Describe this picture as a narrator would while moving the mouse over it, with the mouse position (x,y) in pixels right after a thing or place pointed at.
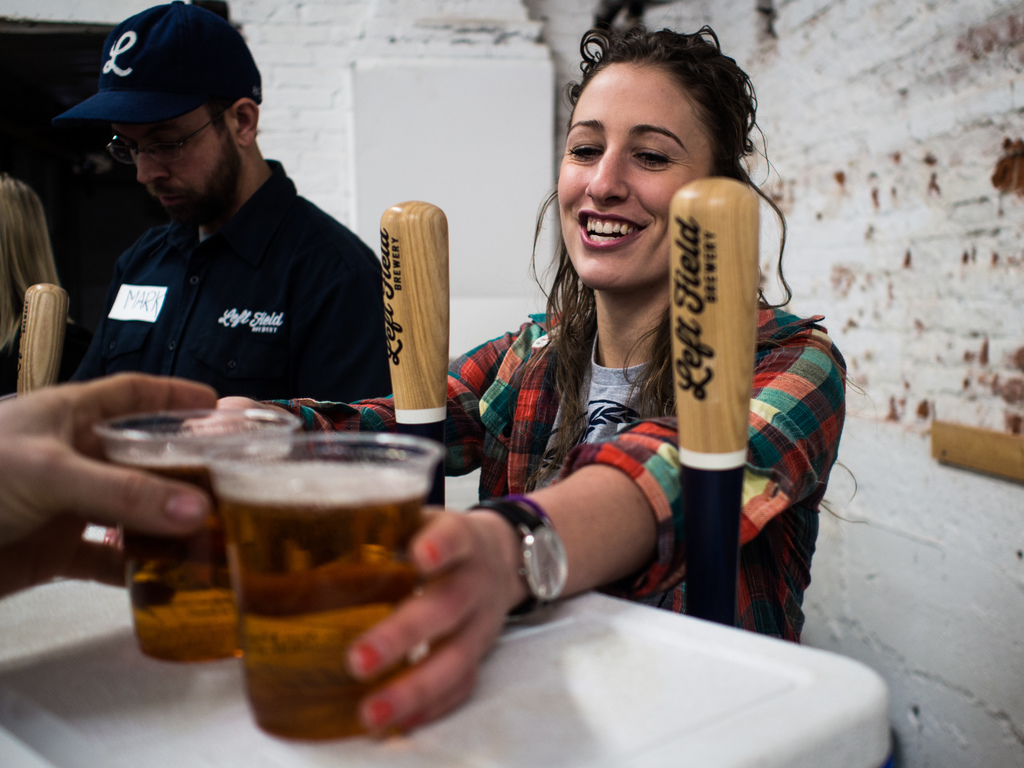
In this image we can see 2 women (8,248) and a man (167,198) in the middle (580,450) wearing cap (167,112). The woman (443,587) is giving the beer glasses (256,524). In the background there is a wall (978,39).
